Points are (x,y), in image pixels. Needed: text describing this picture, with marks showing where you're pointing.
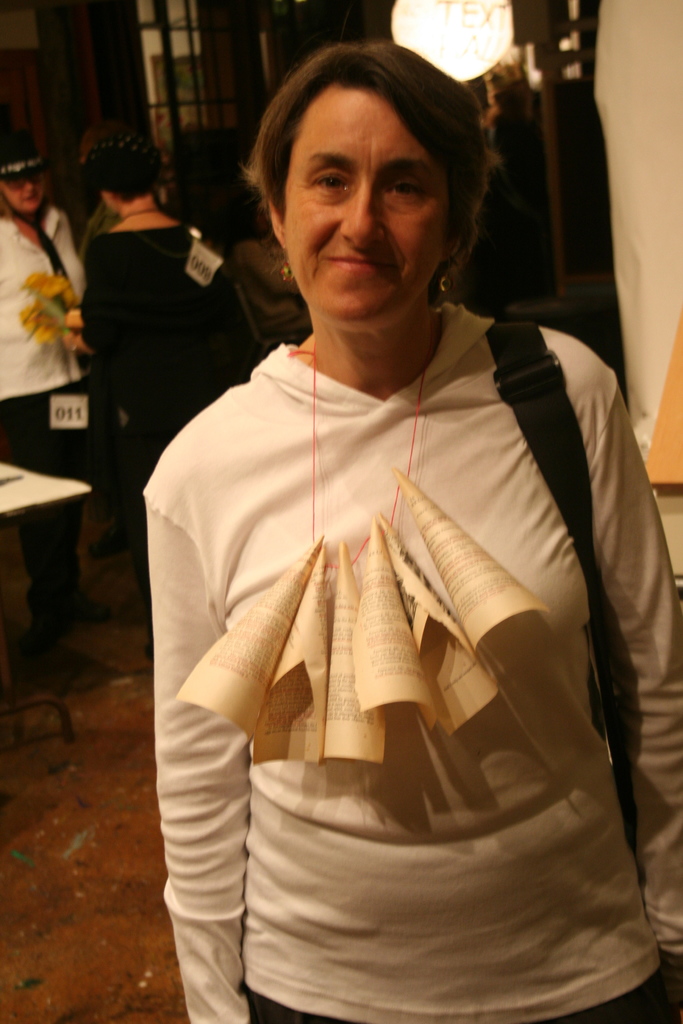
The women (592,867) wearing white top (520,732) is holding a bag (582,511) and wearing paper cones (371,600) tied to a rope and there are people (155,244) in the background (131,236).
